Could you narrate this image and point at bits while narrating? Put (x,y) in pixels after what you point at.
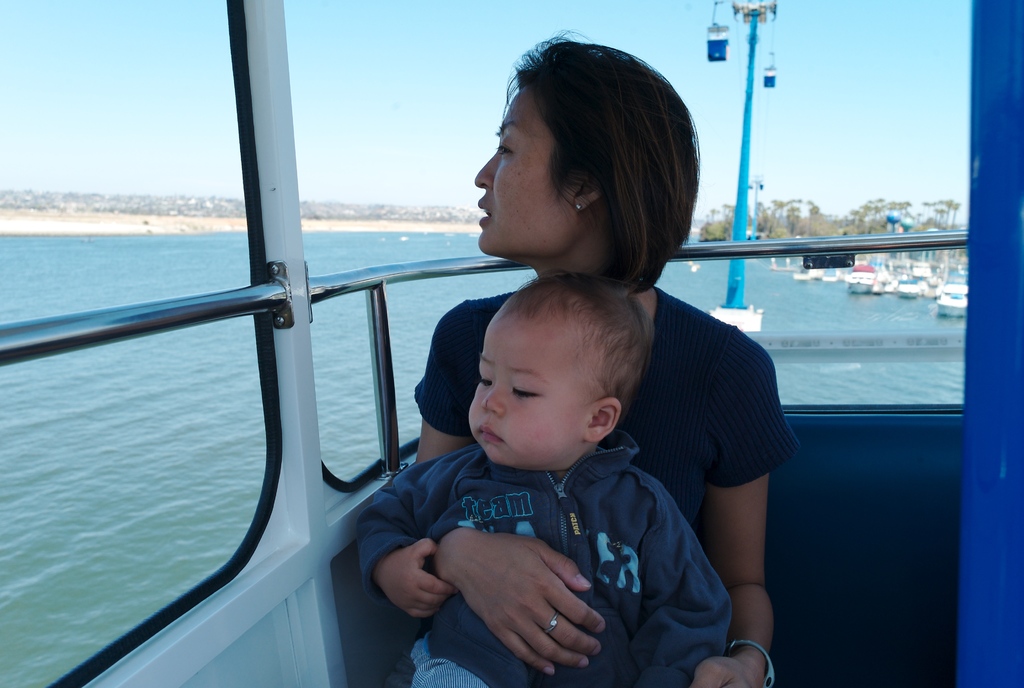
In this picture I can see there is a woman (658,383) sitting and she is holding a boy (580,670) and she is looking at left side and they are sitting in a cabin (339,566) and in the backdrop (41,389) I can see there is a ocean (877,319) and there are boats (919,262), trees (864,220) and the sky (21,14) is clear.
